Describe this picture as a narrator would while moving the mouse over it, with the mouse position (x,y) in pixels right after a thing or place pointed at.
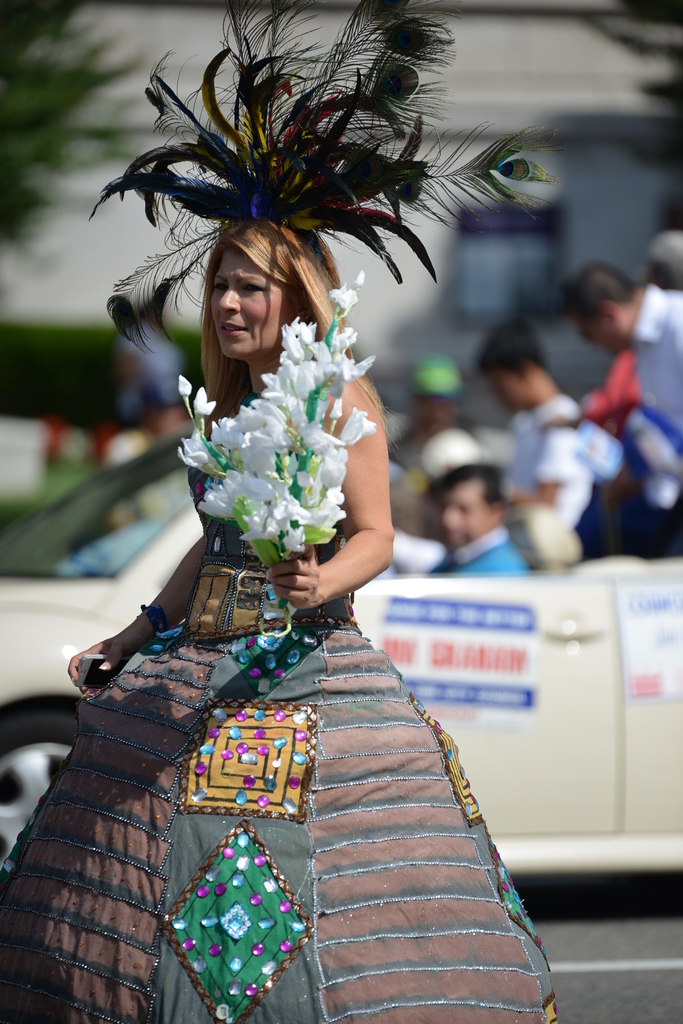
In this image we can see a woman (349,871) standing on the road (571,950) by wearing a costume (277,194) and holding a bunch of flowers (316,501) in the hands (309,562). In the background (476,494) we can see people (496,544) sitting in the motor vehicle (589,656), building (115,206) and trees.
